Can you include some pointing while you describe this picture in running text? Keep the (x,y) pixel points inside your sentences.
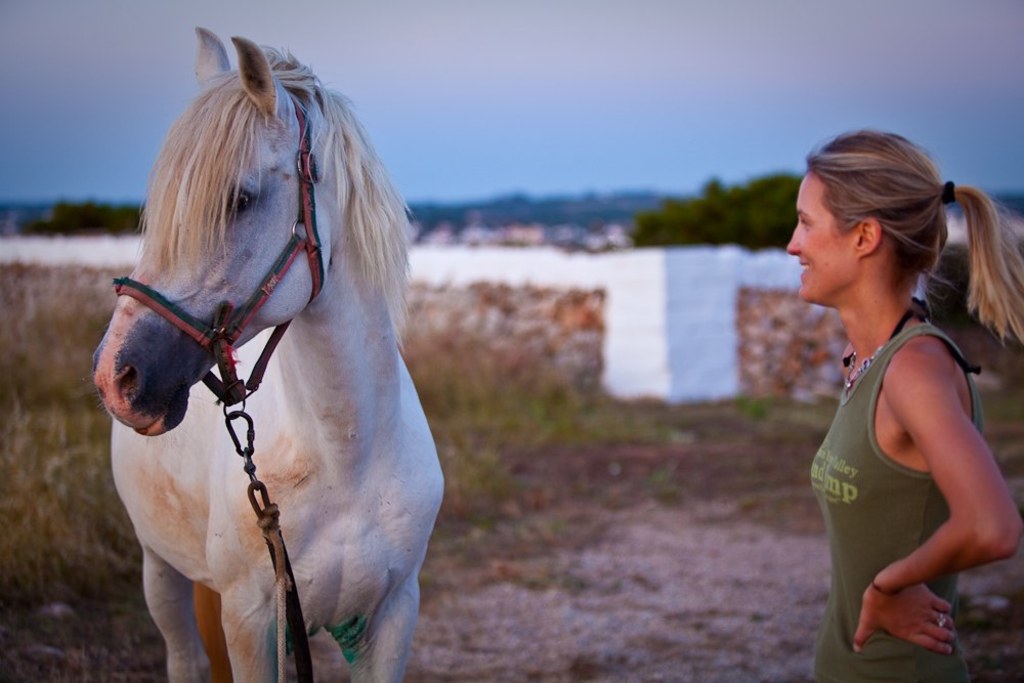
The woman (857,151) on the right side (890,382) is standing and she is smiling. On the left side (284,307), we see a white horse (330,496). At the bottom (571,577), we see the small stones (626,578), grass (556,419) and shrubs (532,383). In the background (715,330), we see a white wall (602,262). There are trees (659,217), buildings (529,235) and hills (529,218) in the background (529,218). At the top (444,78), we see the sky (504,88).
